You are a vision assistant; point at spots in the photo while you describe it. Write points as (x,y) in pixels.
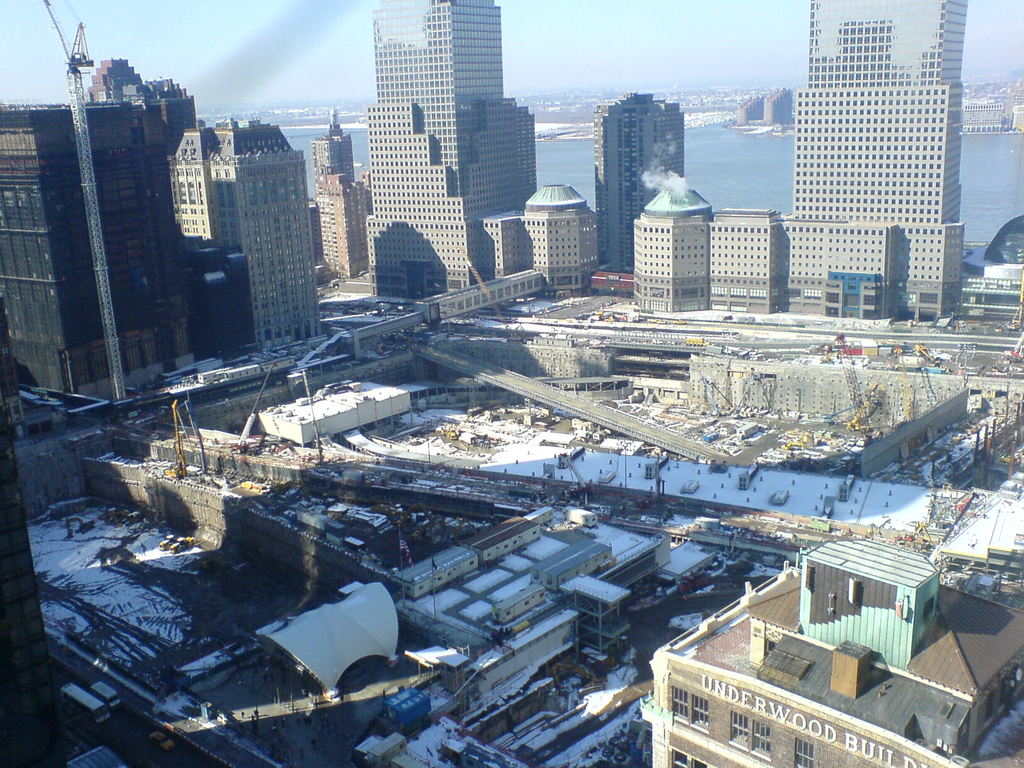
Here in this picture we can see an aerial view of a place and we can also see number of buildings (240,291) and houses (840,691) present and we can also see vehicles (75,685) present on the road (120,712) and we can see some part of ground (39,554) is covered with snow (72,553) and in the far we can see water (578,148) present and we can see the sky (364,67) is clear.
